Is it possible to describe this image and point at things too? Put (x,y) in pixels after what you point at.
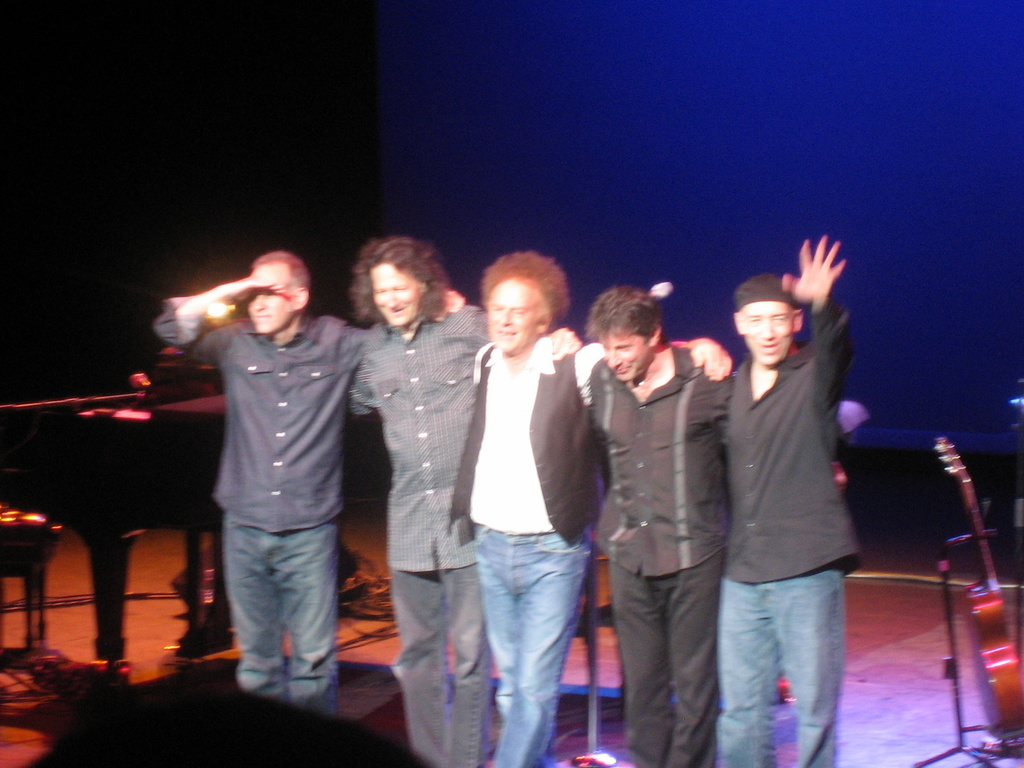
In this picture I can see few people (705,624) are standing on the dais (362,664) and I can see a guitar (989,583) on the right side (990,570) and looks like a piano (196,484) on the left side (50,488) and I can see couple of microphones (136,393) and I can see a light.
